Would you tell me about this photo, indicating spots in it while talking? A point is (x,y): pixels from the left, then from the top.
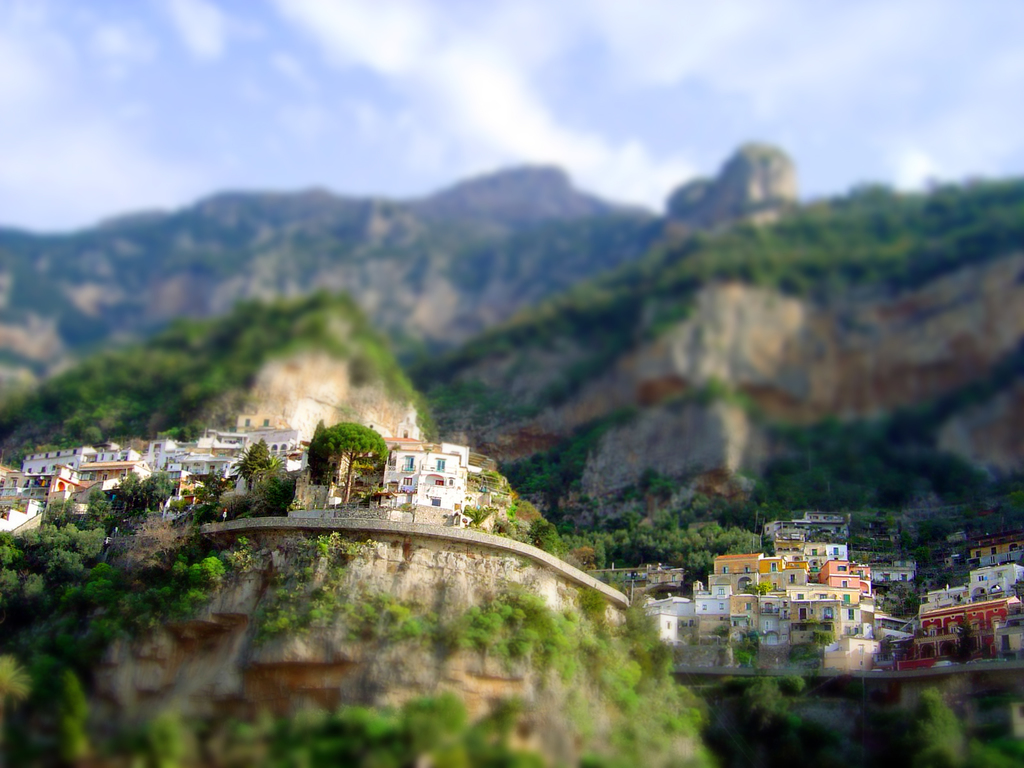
In this image, we can see so many buildings (389,503), trees (84,540). Background (978,249) there is a blur view. Here we can see mountains (445,369). Top of the image (611,124), there is a sky (629,124).
